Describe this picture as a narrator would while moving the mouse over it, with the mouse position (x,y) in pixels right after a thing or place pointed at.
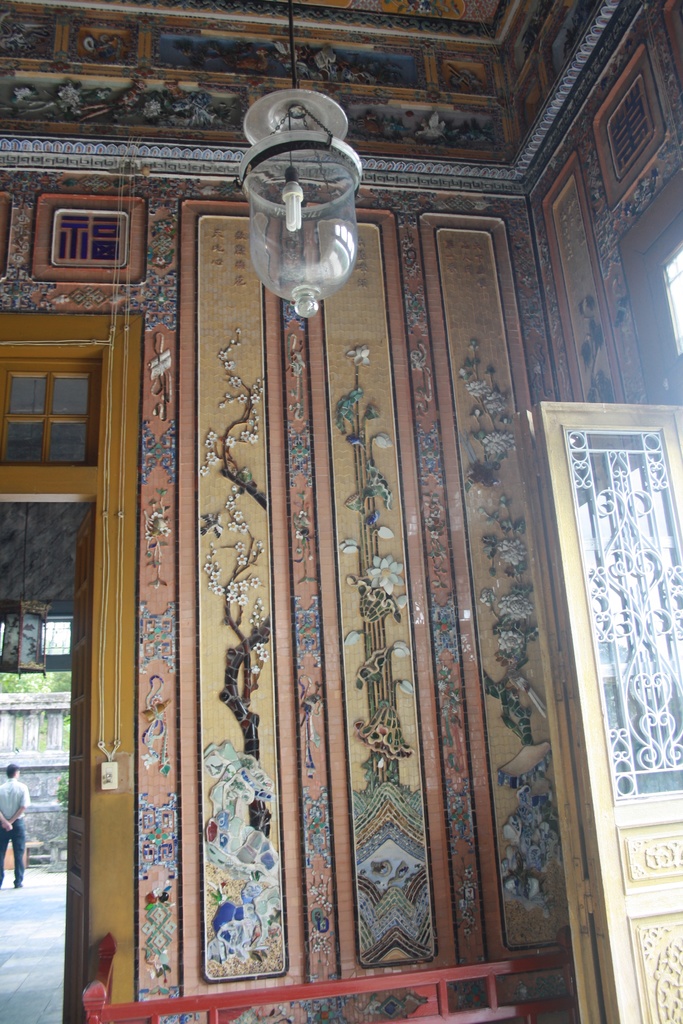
In this picture I can see the wall (288,530) on which there are designs (322,71). On the top of this picture (298,111), I can see a light bulb (300,225). On the left side of this picture (18,802), I can see person (18,814) standing and in front of the person (16,791), I can see few plants (44,728) and the wall (45,780). On the right side of this picture (605,518) I can see the doors (609,633).
